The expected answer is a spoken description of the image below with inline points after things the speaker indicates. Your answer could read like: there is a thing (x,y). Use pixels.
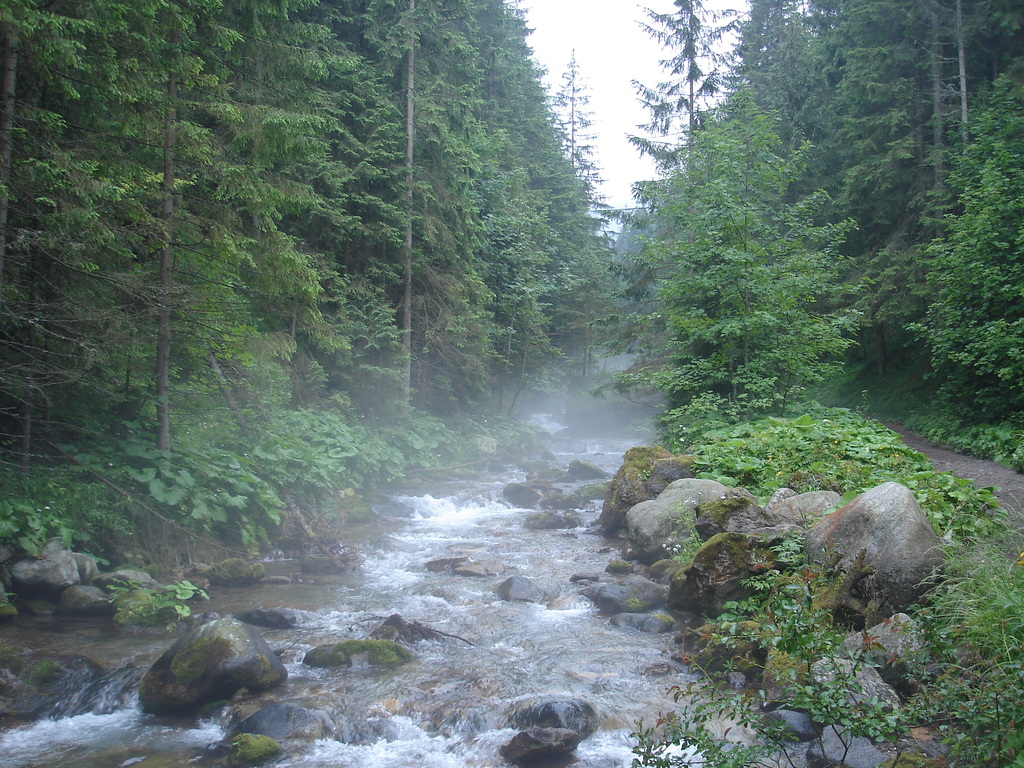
In this image we can see the river (428,522), rocks (743,541), there are plants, trees (691,39), also we can see the sky (602,63).
